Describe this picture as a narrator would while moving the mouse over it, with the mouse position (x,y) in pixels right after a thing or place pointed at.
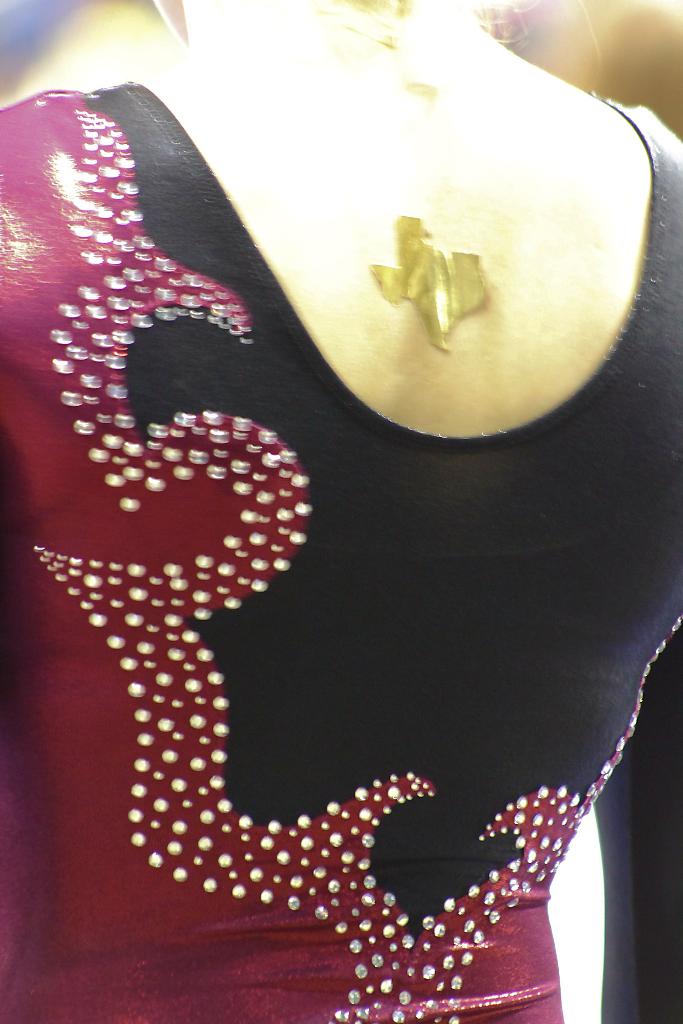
In this image we can see a person (322,744) from the backside.
